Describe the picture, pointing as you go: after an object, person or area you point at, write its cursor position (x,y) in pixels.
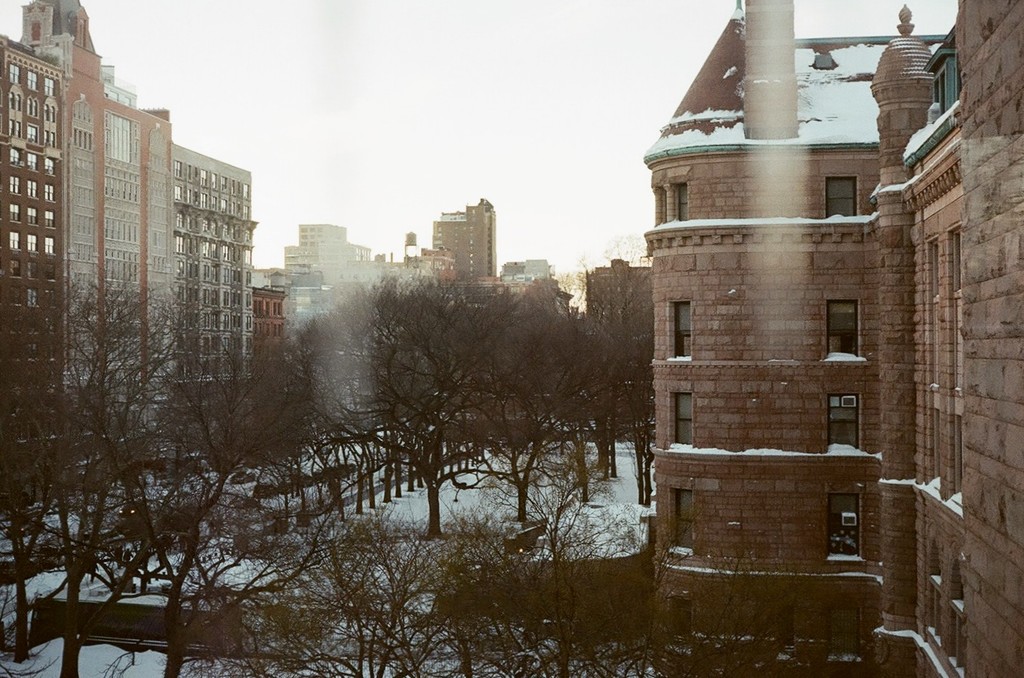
In this image we can see a few buildings (221,323), there are some windows (35,159), trees (188,468), bench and snow (502,503), in the background (498,101) we can see the sky (440,109).
